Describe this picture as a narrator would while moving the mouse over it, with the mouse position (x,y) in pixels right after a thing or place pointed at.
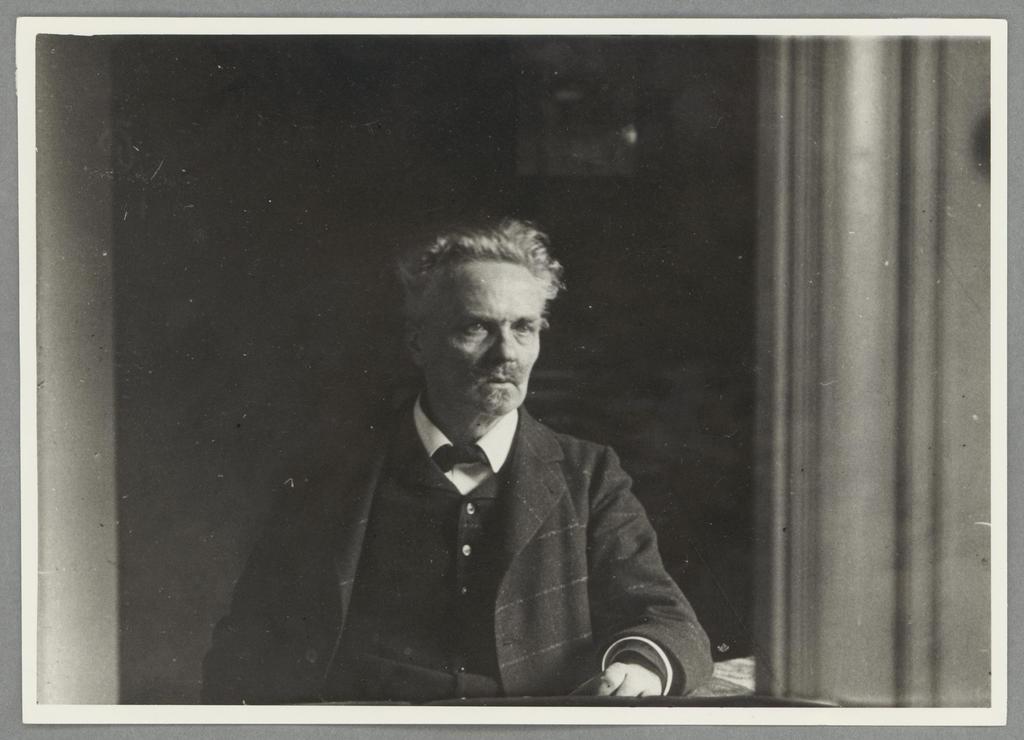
In this image there is a photograph (194,442), there is a person (437,382), the background of the persons (466,307) is dark, the background of the image there is a wall (315,12) truncated.
